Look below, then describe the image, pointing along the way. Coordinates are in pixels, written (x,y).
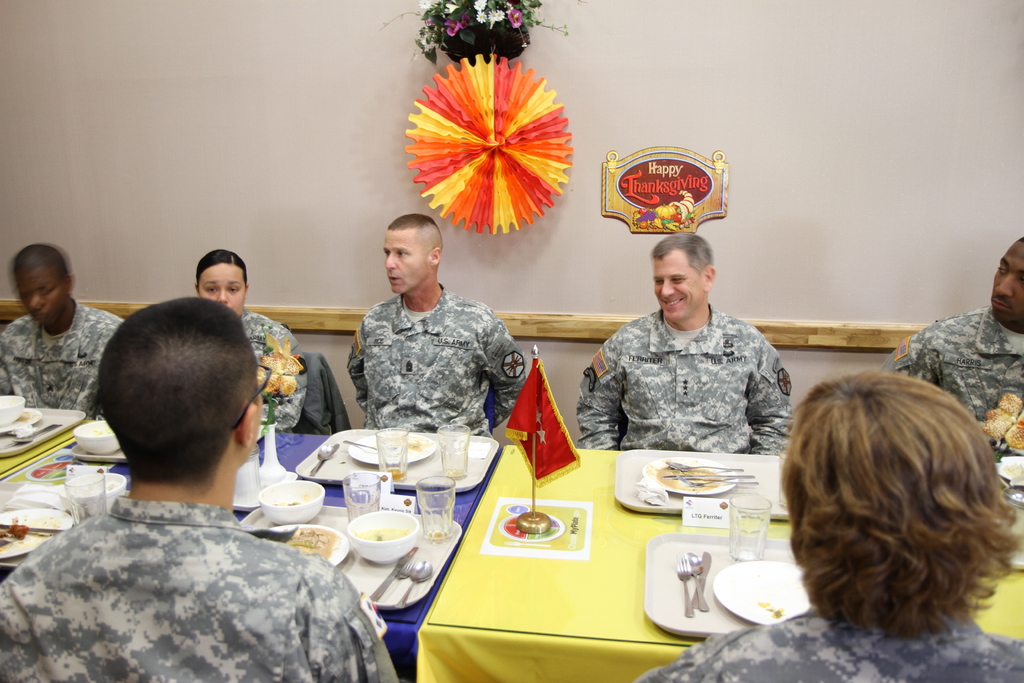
In the picture I can see so many people (589,387) are sitting in front of the table (460,544), on the table (460,520) we can see so many objects (321,468) along with flag (539,481), behind we can see wall (662,117) some decorative items (539,142) are sticked to the wall (577,170).
